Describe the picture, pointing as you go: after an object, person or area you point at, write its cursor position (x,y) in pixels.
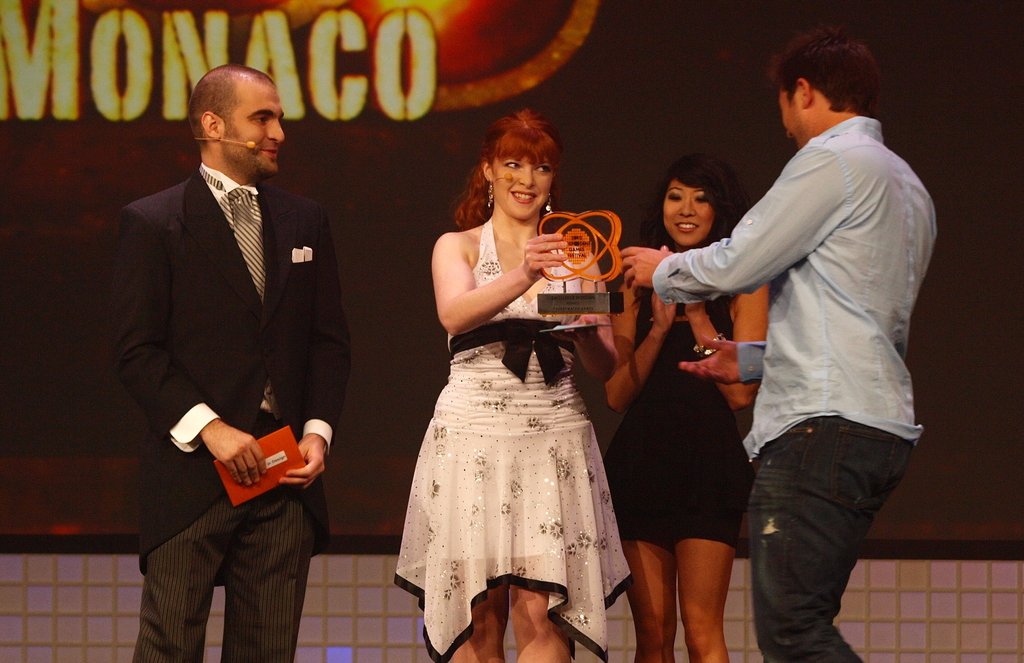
In this image in the center (663,289) there are persons (476,314) standing and smiling. On the left side (229,321) there is a man (242,352) standing and holding a paper (274,483) in his hand (257,443). In the center (531,350) there is a woman (534,366) standing and holding award (566,267). In the background (451,122) on the screen (411,118) there is some text (328,50) written on it.
